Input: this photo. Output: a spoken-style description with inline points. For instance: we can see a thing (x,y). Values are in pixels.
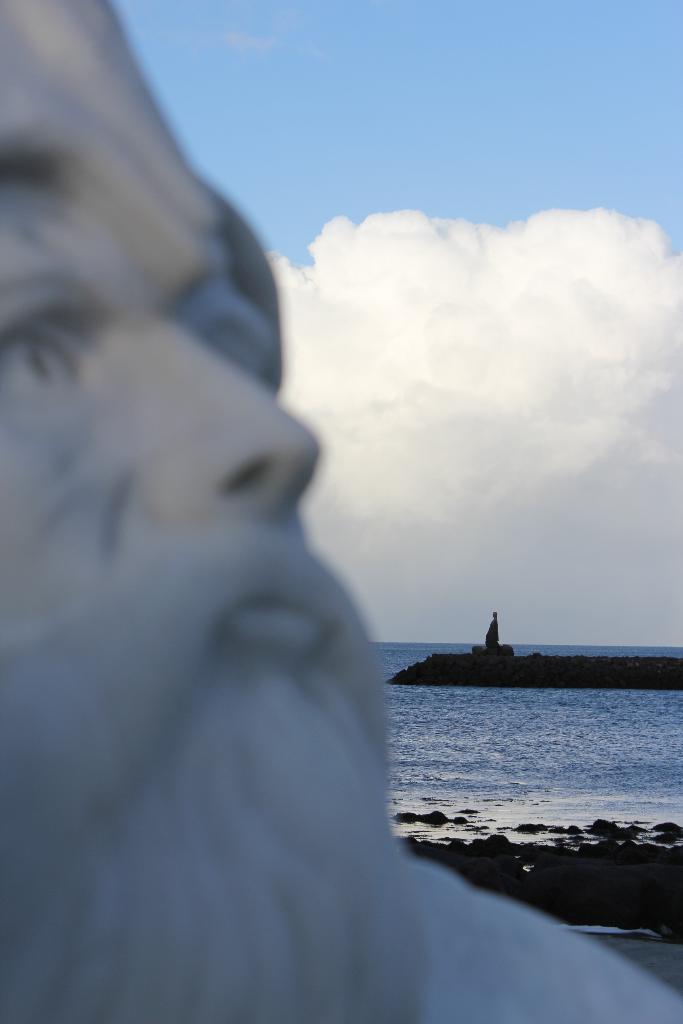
In this picture we can see a statue (491,631). There is water (472,704). Sky (480,623) is blue in color. We can see an object (45,926) on the left side (215,866).
